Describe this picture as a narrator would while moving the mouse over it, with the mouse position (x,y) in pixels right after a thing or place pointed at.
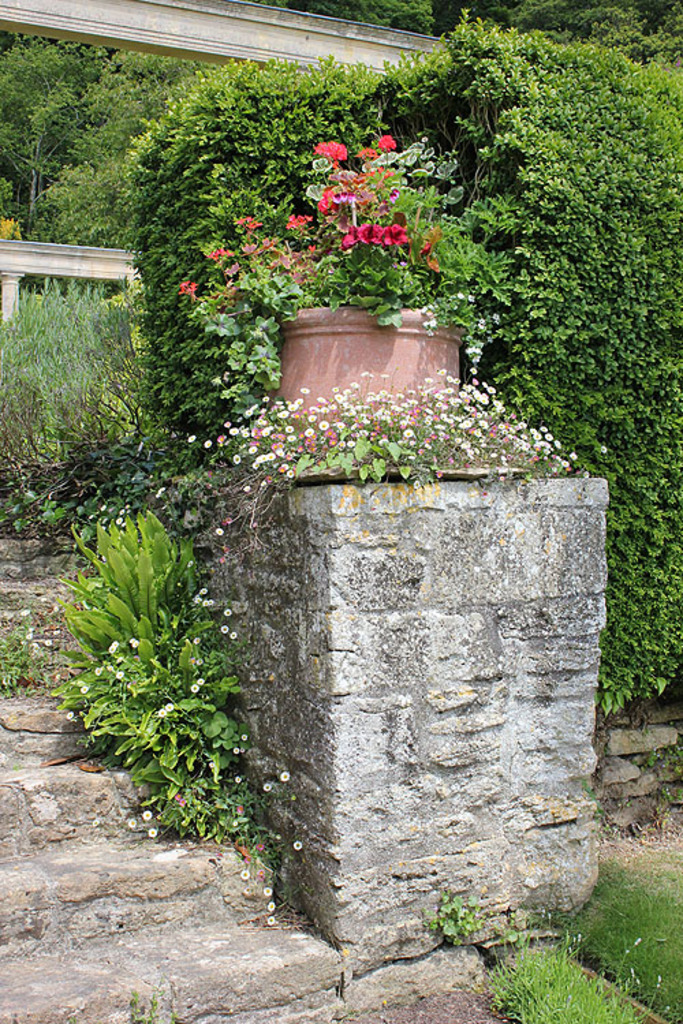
These are green color trees (582,109) and plants (420,223).
